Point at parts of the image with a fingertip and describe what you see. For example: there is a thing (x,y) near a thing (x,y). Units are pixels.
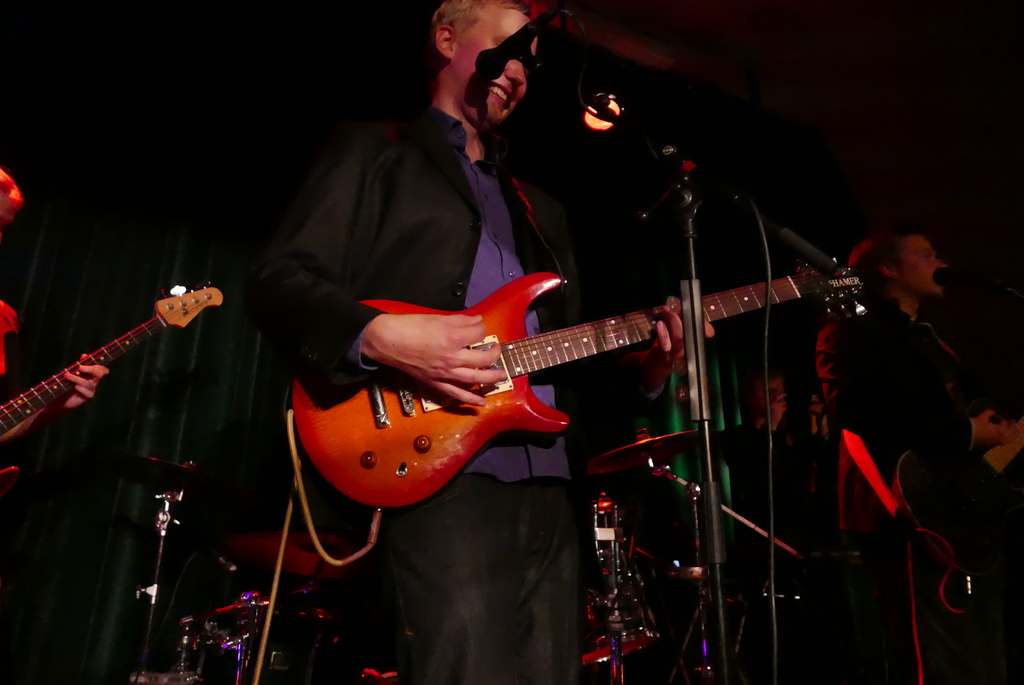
In this image i can see a man (538,563) standing and holding a guitar (498,324). I can see a microphone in front of him. In the background (602,494) i can see few musical instruments (214,610) and few persons (836,400) standing.
